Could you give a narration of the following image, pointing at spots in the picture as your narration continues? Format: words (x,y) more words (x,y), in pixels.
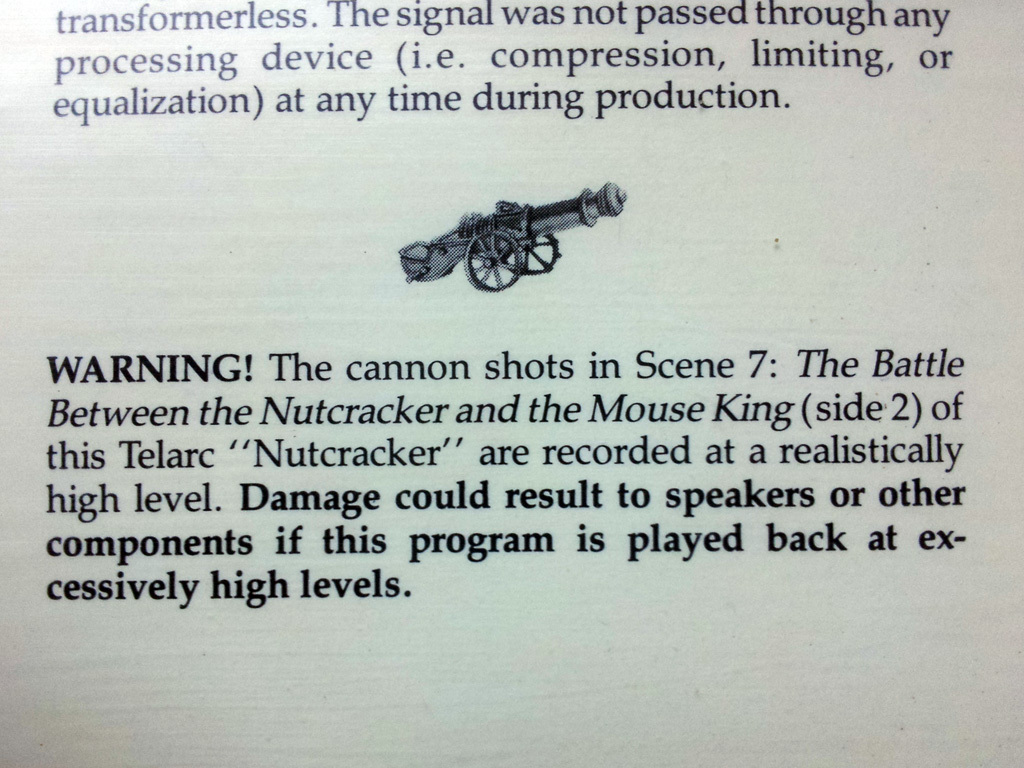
In this image we can see a black and white picture of a cannon (430,278). We can also see some text (376,502) in this image.
